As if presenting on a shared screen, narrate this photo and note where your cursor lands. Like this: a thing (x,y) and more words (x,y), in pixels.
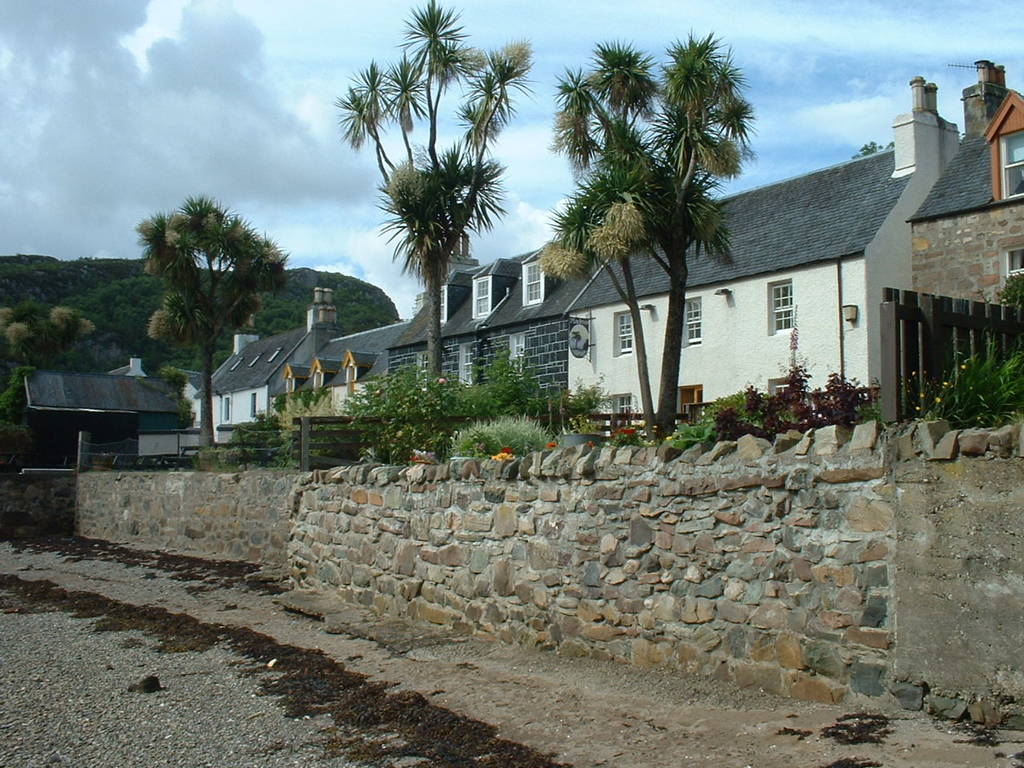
At the bottom of the picture (343,610), we see a pebble beach (274,636). Beside that, we see a wall (694,560) which is made up of cobblestones (643,576). Beside that, we see plants (423,433) and picket fence (333,441). On the right side (798,216), we see trees (683,302) and buildings (318,358) in white color with grey color roofs (463,320). There are trees (170,313) in the background (207,313). At the top of the picture (338,103), we see the sky (491,28).
